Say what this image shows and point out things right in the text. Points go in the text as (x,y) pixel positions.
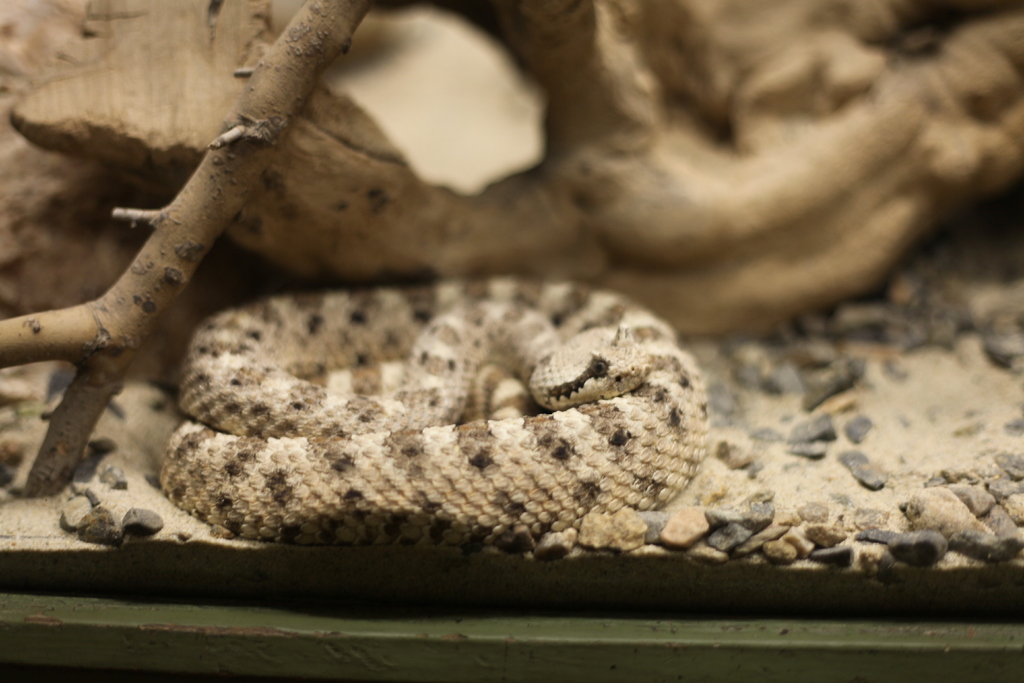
In this image we can see a snake (440,448). There is a rock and many small stones (774,544) in the image. There is a stick (190,214) in the image.
